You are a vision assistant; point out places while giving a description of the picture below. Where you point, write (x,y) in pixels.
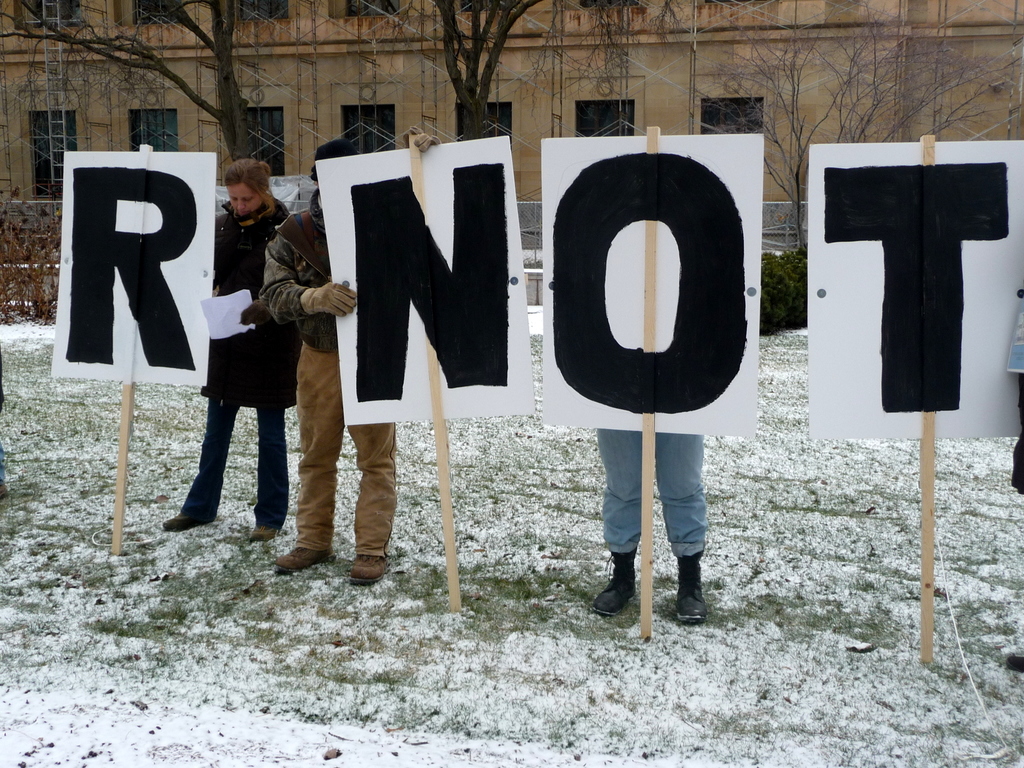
In the image we can see there are people (271,322) standing, wearing clothes (225,343) and shoes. We can even see there are boards (133,284) with the poles (126,444), on the board (152,357) there is a text (611,387). Here we can see snow (169,727), grass (510,590), building (617,116) and the windows (614,110) of the building (604,117). We can even see trees (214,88), plants (780,264) and the ladder (59,45).
